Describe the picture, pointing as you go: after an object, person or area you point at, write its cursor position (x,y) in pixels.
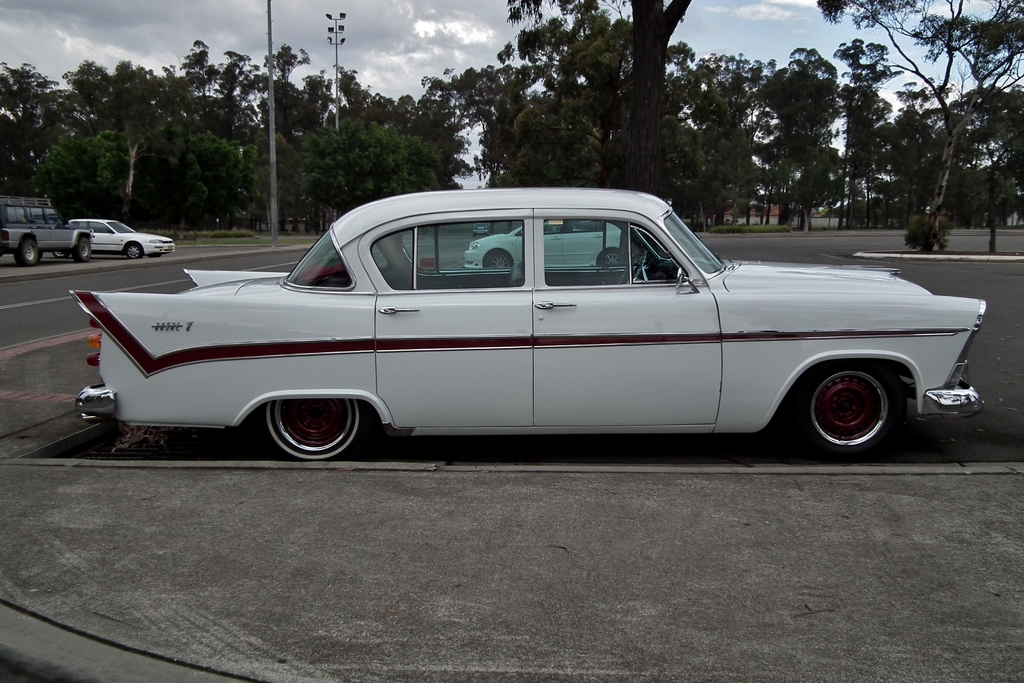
In this image I can see a white color car (497,365) is parked on the road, on the left side (136,245) there are cars (117,238). At the back side (636,153) there are trees (564,127), at the top (429,39) it is the cloudy sky (392,57).
